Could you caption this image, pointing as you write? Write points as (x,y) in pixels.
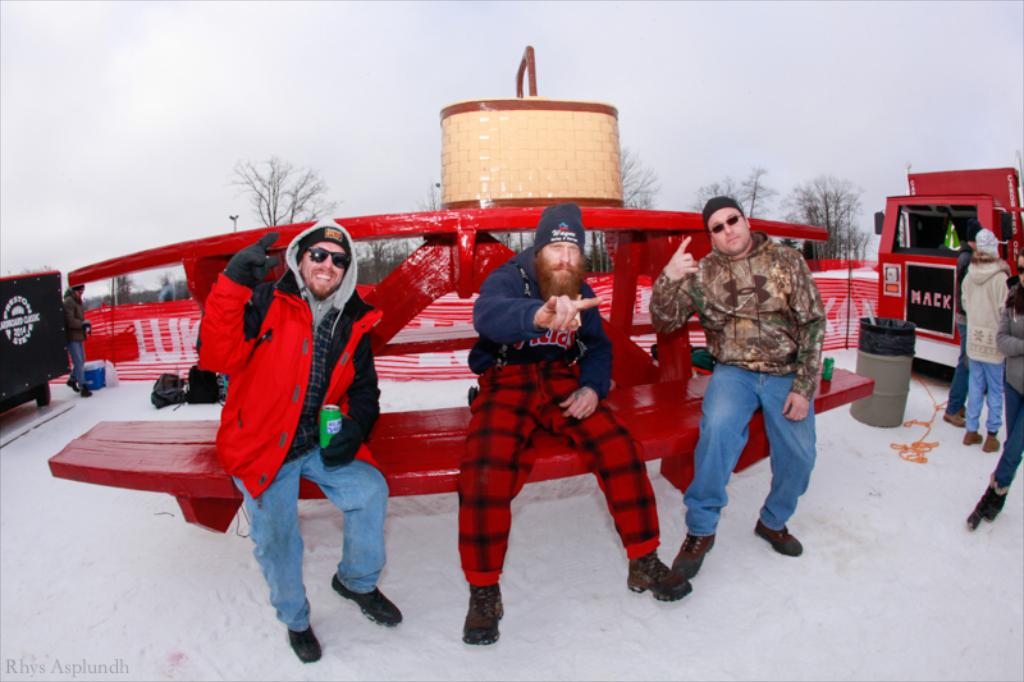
In the image, there is a land (431,520) covered with a lot of snow (68,411), on the snow (68,411) there is a bench (692,433) and there are three men (585,307) sitting on the bench (402,468) and posing, beside the bench (845,398) there is some vehicle (947,260) and in front of the vehicle (902,244) there are few other people (1007,377) standing, in the background (818,218) there are some dry trees (832,218).
